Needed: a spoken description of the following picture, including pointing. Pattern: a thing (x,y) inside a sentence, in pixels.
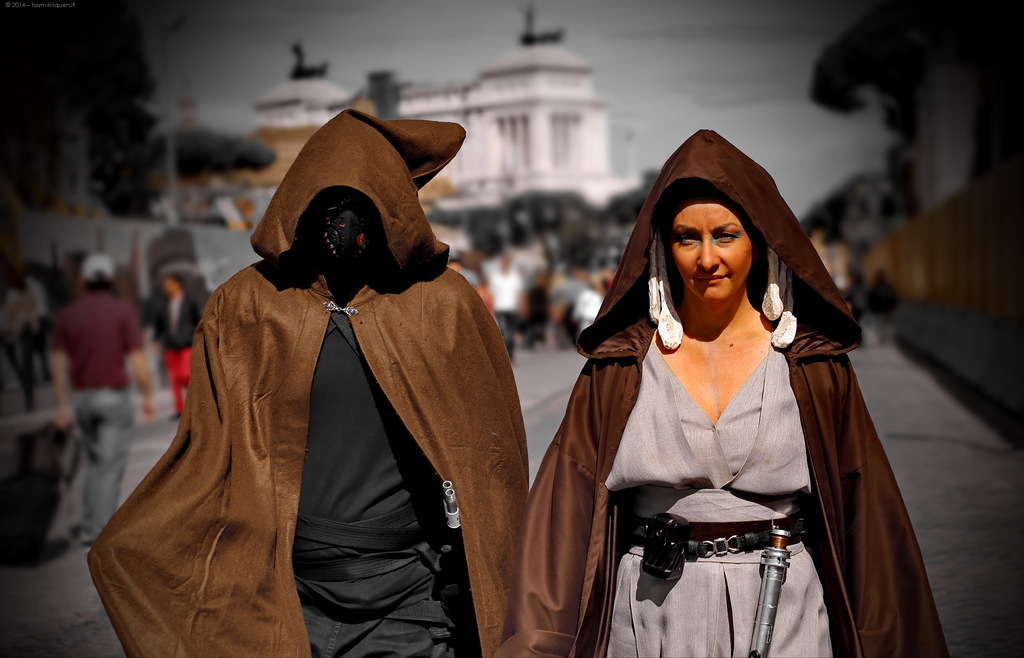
In this image, there are a few people (500,354). We can see the ground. We can see some buildings (466,146), trees (222,138), poles (629,166) and the sky (652,167).
